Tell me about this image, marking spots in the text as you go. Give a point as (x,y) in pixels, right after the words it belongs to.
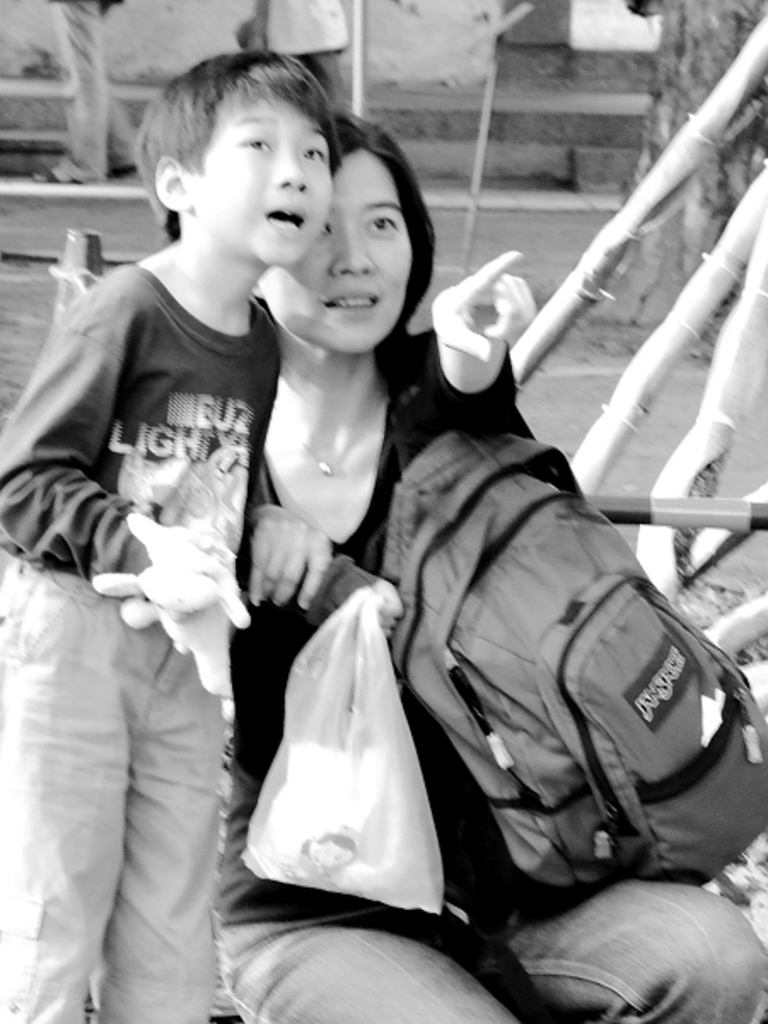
In this image I can see two persons (307,545). I can also see a bag (536,670) and a cover (296,685). Background (85,94) I can see few other persons (79,105) standing and the image is in black and white.
